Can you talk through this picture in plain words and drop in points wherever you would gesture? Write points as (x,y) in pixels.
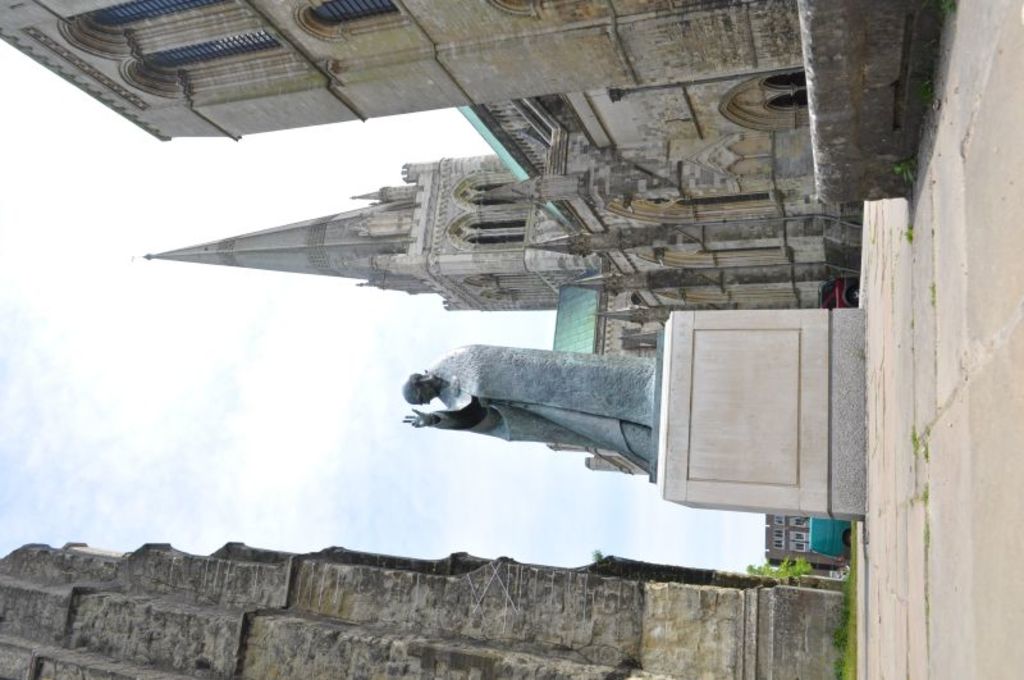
In this picture we can observe a statue (540,370). There is tower (502,264). We can observe buildings (613,591) on either sides of this statue (532,378). In the background (487,457) there is a sky (220,402).
